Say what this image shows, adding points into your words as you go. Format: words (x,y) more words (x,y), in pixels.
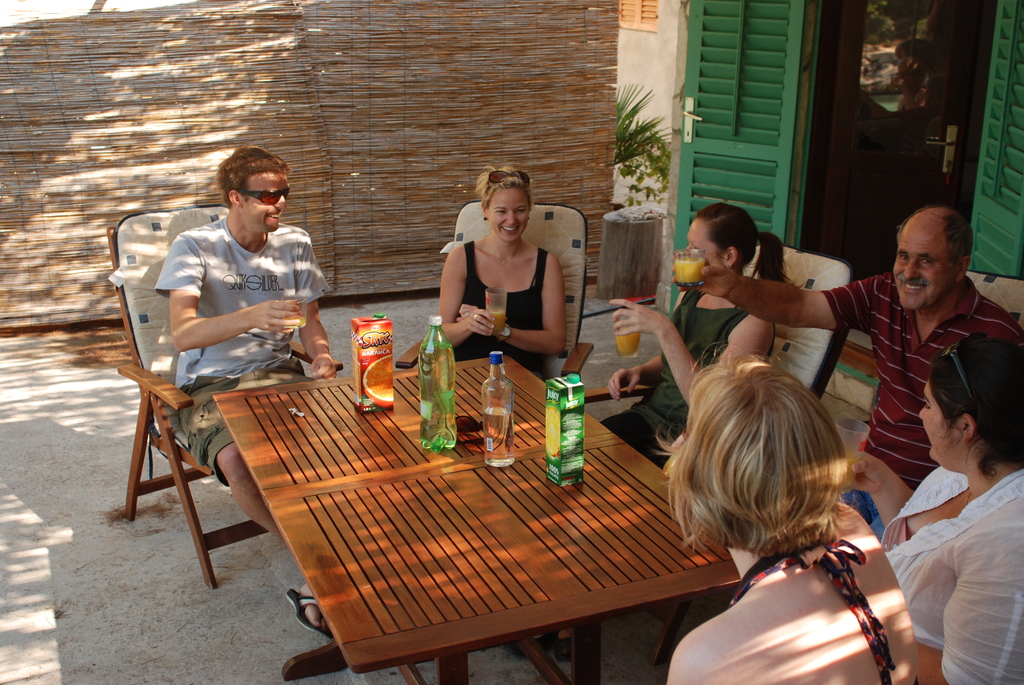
In this image I can see group of people (725,305) holding the glasses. There is a table (480,472) in front of them. On the table (538,534) there are bottles (487,394).
